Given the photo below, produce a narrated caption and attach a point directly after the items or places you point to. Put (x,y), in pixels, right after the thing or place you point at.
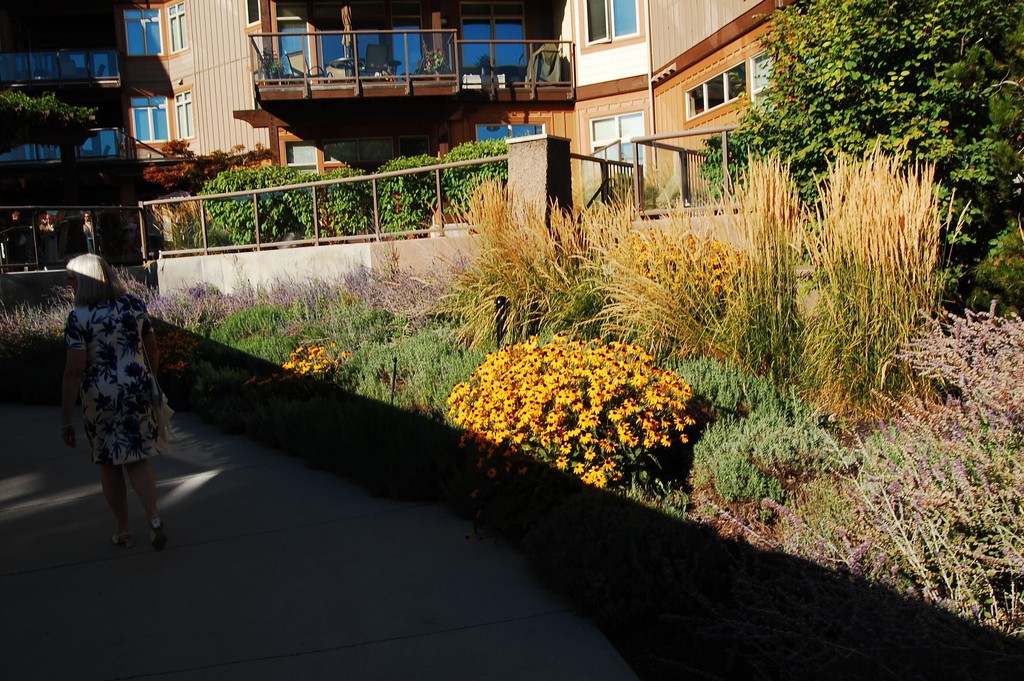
In the image we can see there is a woman (107,429) walking on the ground (267,566) and there are flowers (722,243) on the plants (680,307). There are plants (358,223) and trees (885,139) on the ground (326,620). Behind there are buildings (490,92).
